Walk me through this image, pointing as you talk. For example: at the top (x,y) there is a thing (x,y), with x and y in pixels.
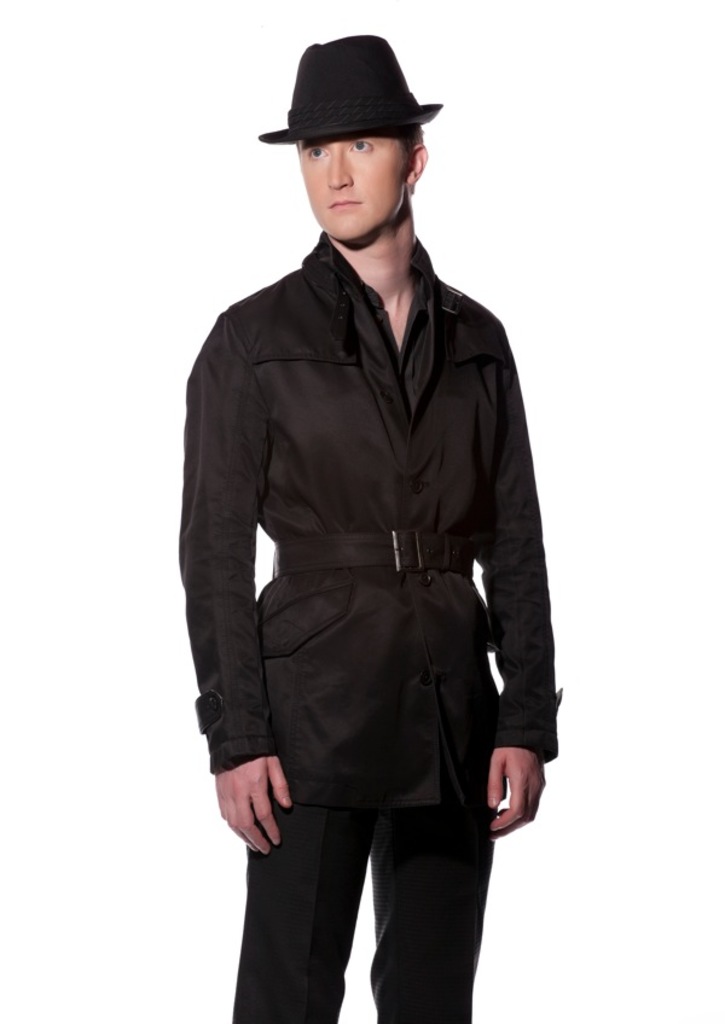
In the center of the picture (374,454) there is a person (412,377) standing wearing a black dress (355,693) and a black hat (318,133). The background (647,891) is white.
